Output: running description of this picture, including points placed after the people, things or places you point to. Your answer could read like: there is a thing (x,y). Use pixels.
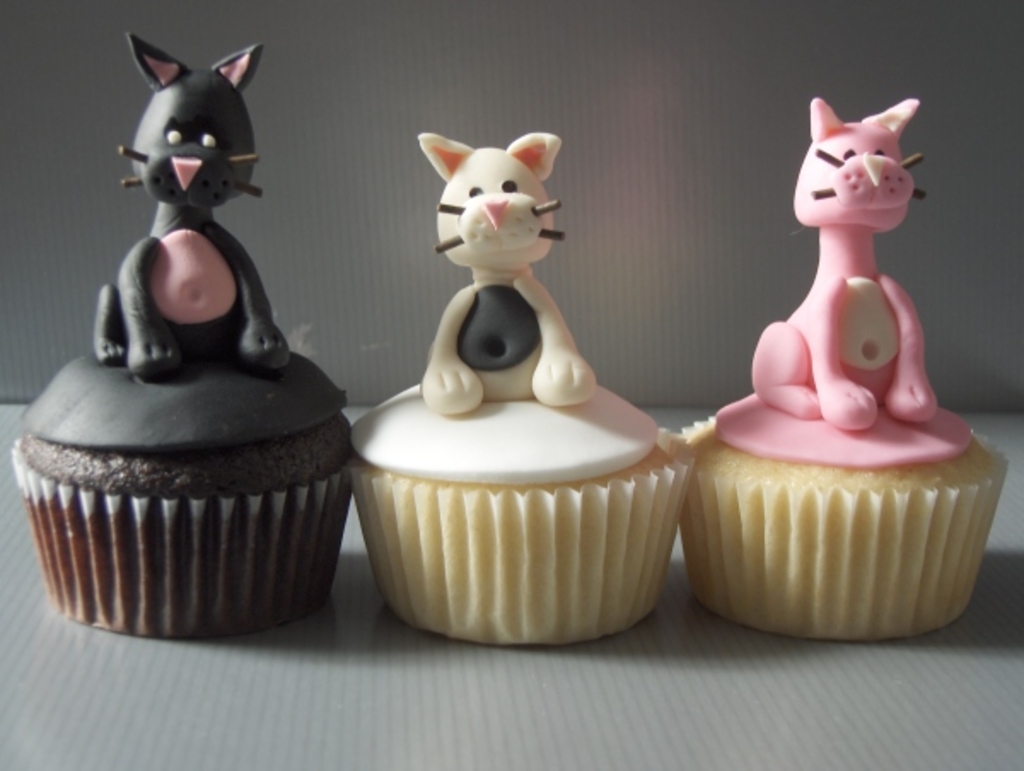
The picture consists of cupcakes (50,398), on the cakes (588,426) there are structures (208,315) of cats (539,328) in different colors. At the bottom (326,701) it maybe a table (476,673).
